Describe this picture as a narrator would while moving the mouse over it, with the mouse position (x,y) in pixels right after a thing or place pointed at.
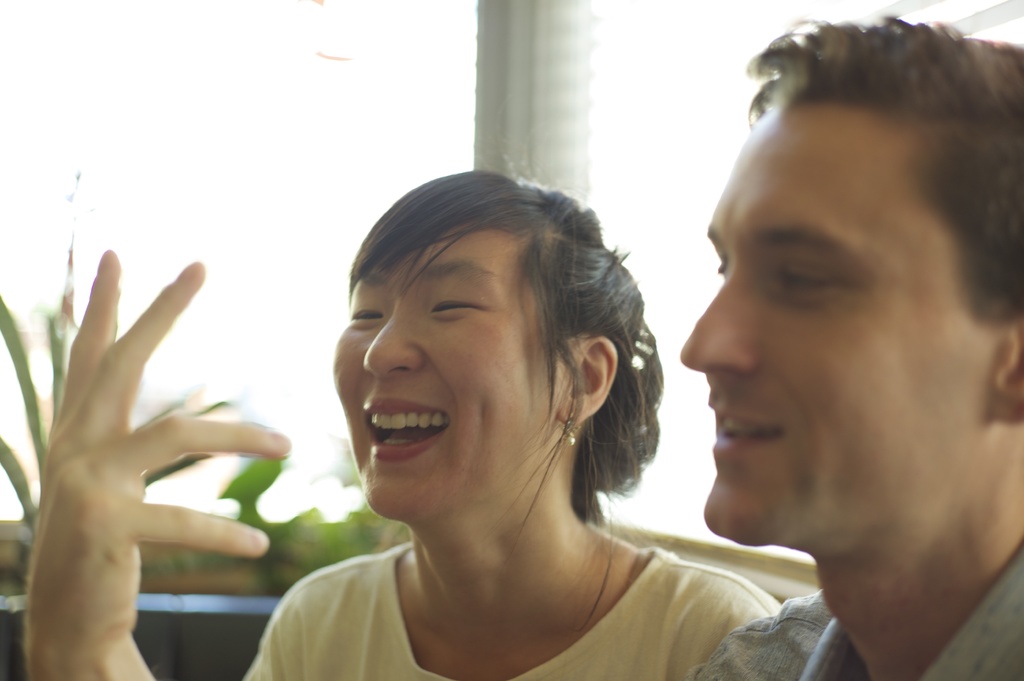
In this image we can see two persons (469,389). Behind the persons (499,475) we can see a pillar (519,112). The background of the image (506,115) is blurred.
